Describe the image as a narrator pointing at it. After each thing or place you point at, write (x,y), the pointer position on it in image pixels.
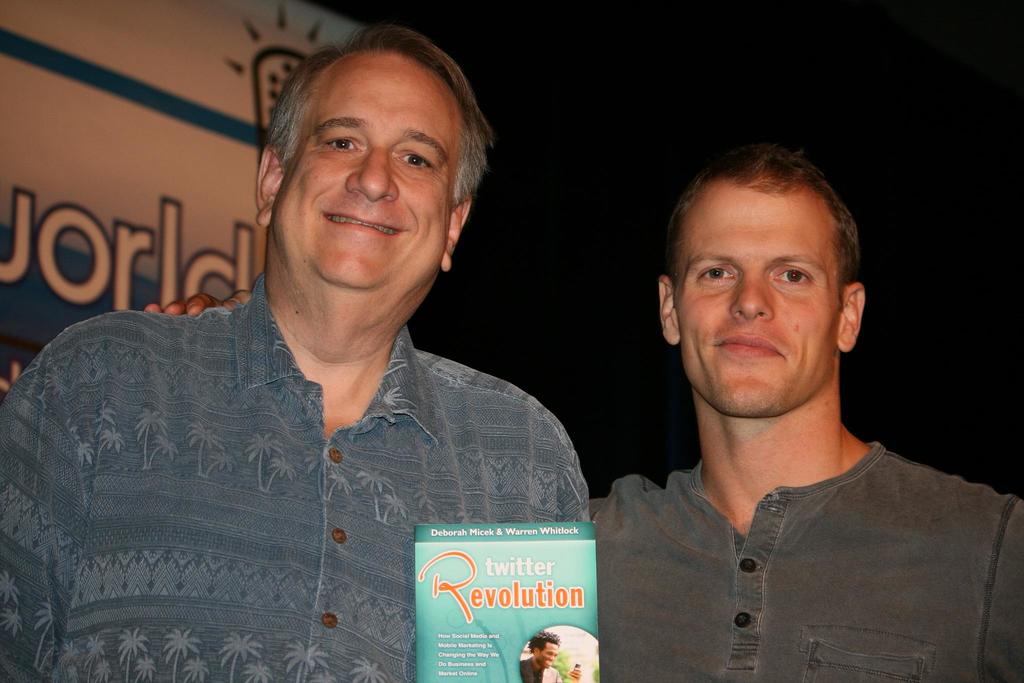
There are two men (413,258). In front of them there is a book (514,588). On the book (490,578) there is something written. Also there is an image (547,657) on the book (550,652). In the background (585,127) it is dark. Also there is a wall (157,171) with something written on that.
